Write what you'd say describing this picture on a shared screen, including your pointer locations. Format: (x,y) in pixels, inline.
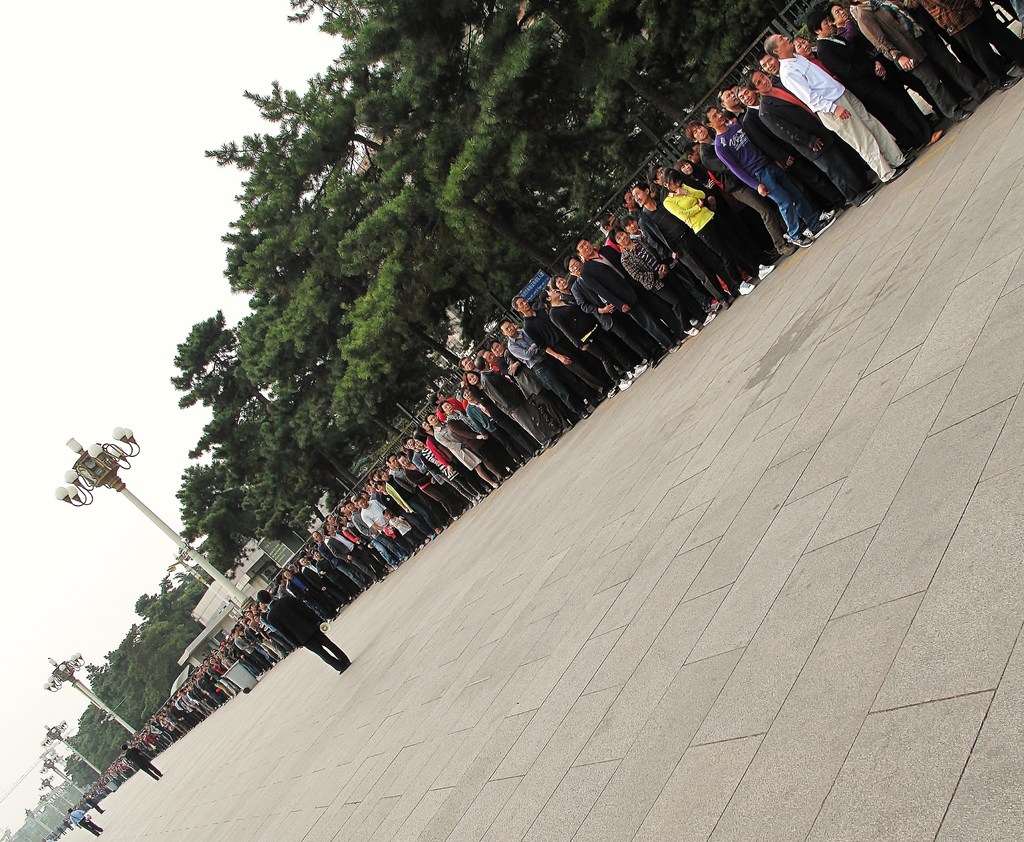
In this image, I can see groups of people (117,764) standing in a queue on the pathway (480,517). In the background (302,439), I can see the light poles (70,668), trees (205,549) and a building (253,558). There is a fence (598,215) behind the people (496,371).
